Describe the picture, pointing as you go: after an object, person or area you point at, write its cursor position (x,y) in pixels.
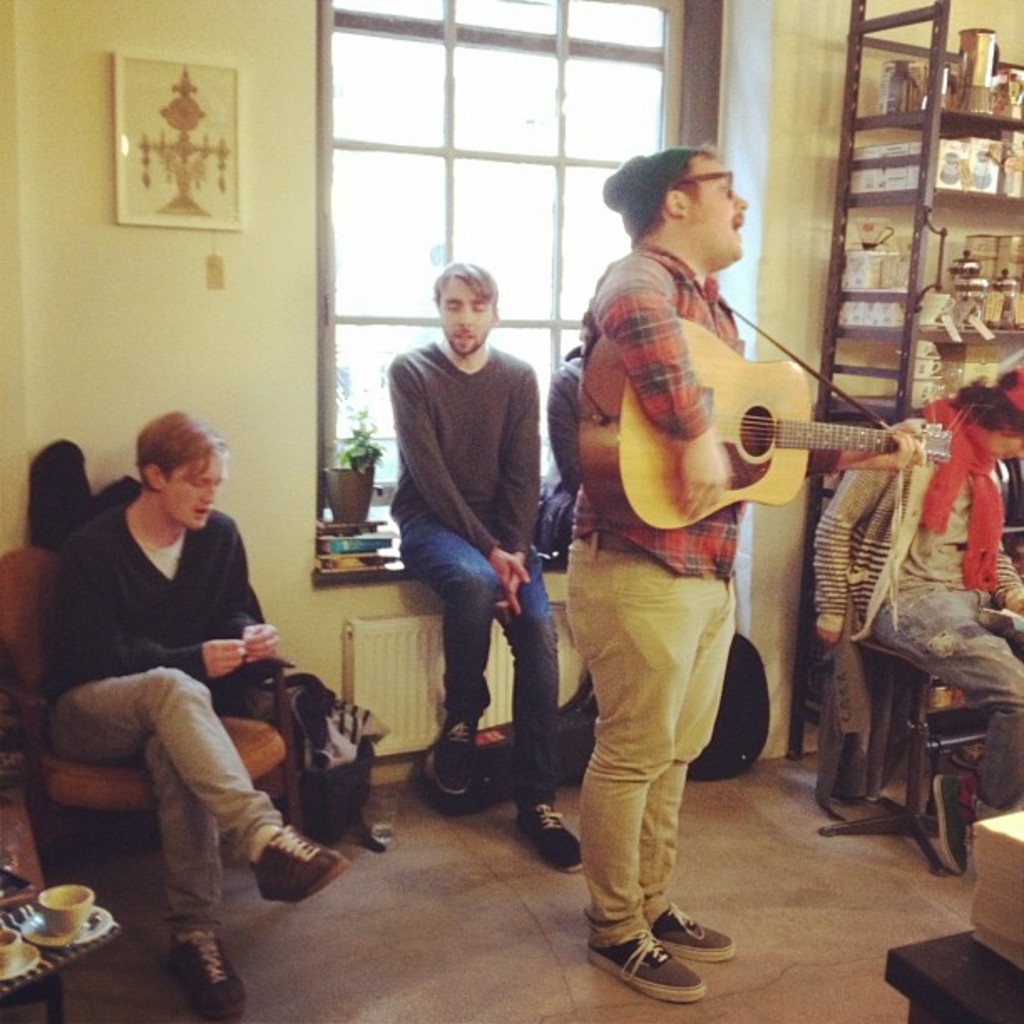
The image is inside a room (514,305) there are group of people (582,550) in the room (793,589), one person (717,670) is standing and playing guitar (741,377) he is also singing, to his right side there is an almirah (1004,125) and few utensils (971,106) in the background (559,164) there is a window (542,284) and also a wall (285,297).
